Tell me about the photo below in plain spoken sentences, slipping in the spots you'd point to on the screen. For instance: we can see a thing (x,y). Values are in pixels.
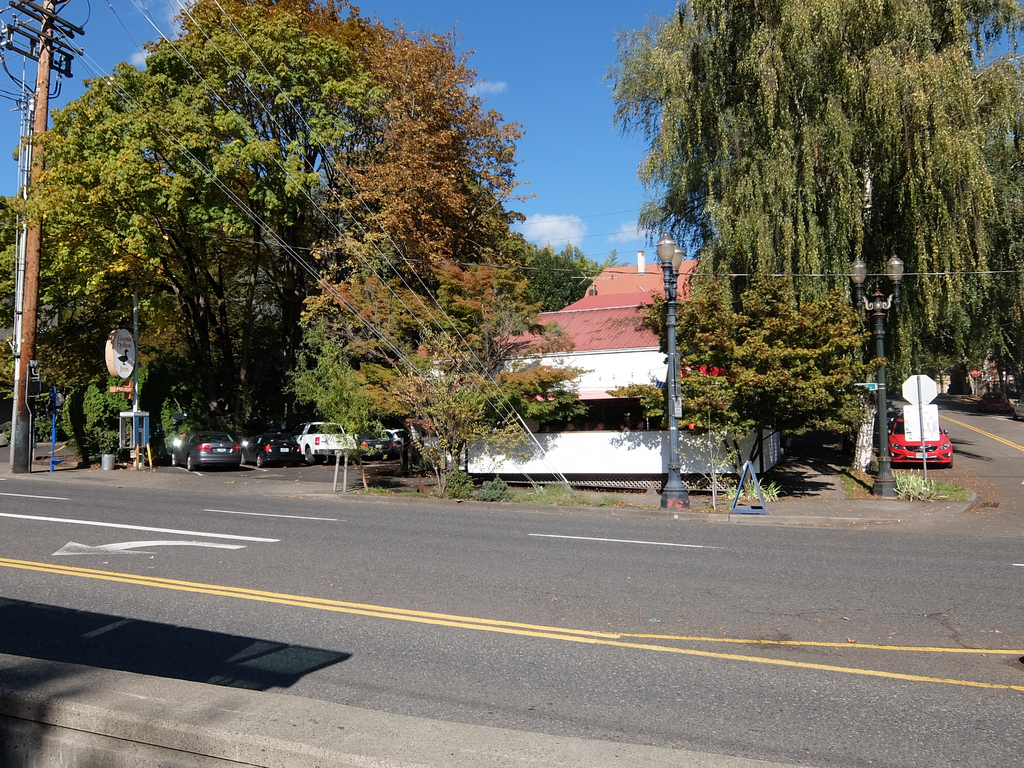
In the foreground of the picture (402,504) it is road (299,546). In the center of the picture (624,312) there are trees (499,401), houses (637,301), cars (301,444), pavement (922,524), street lights (898,276), current pole (40,84), sign board (925,384) and cables (345,299). Sky (579,234) is sunny.
